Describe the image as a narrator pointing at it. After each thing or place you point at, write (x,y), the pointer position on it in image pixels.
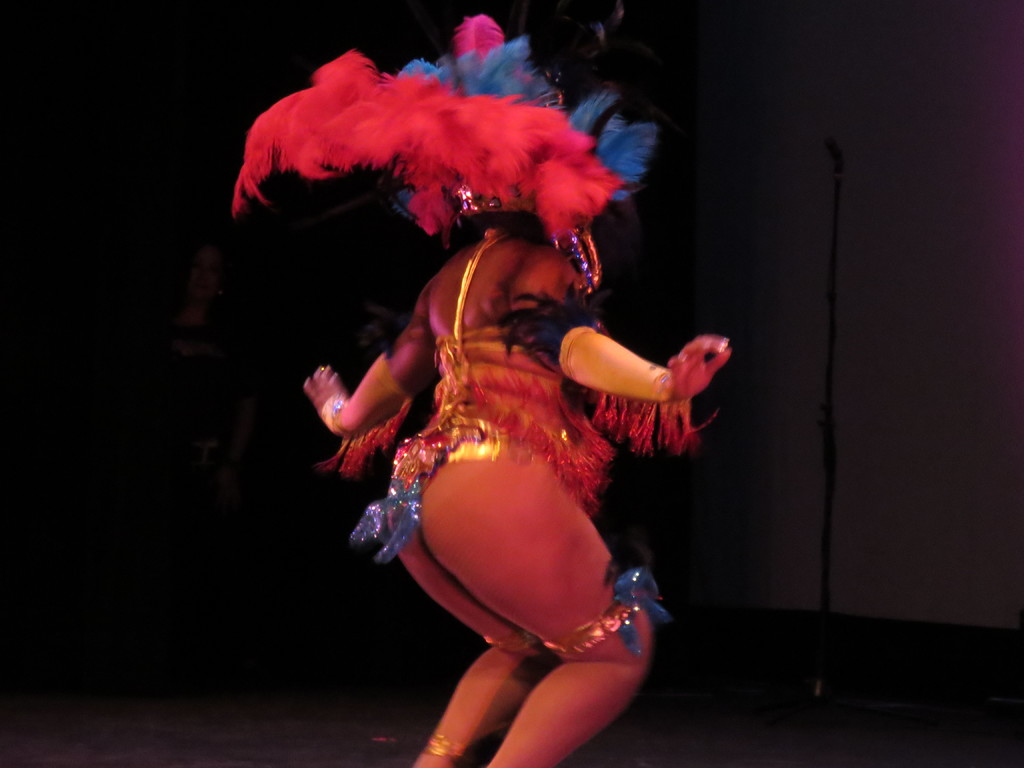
In this image, at the middle (550,506) there is a woman (528,408) dancing, at the right side (822,593) there is a microphone (832,434).
